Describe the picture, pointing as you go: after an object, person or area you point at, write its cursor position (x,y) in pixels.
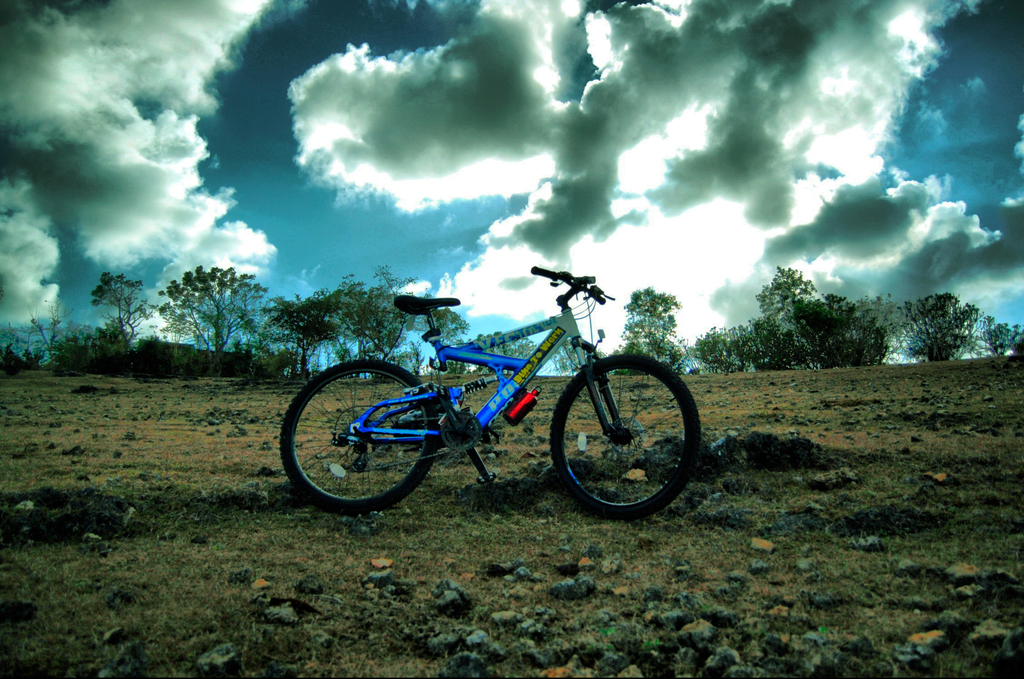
In this image, we can see a bicycle (604,434) on the ground (569,531). Here we can see stones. Background there are few trees (231,352). Top of the image (306,99), we can see a cloudy sky (448,219).
